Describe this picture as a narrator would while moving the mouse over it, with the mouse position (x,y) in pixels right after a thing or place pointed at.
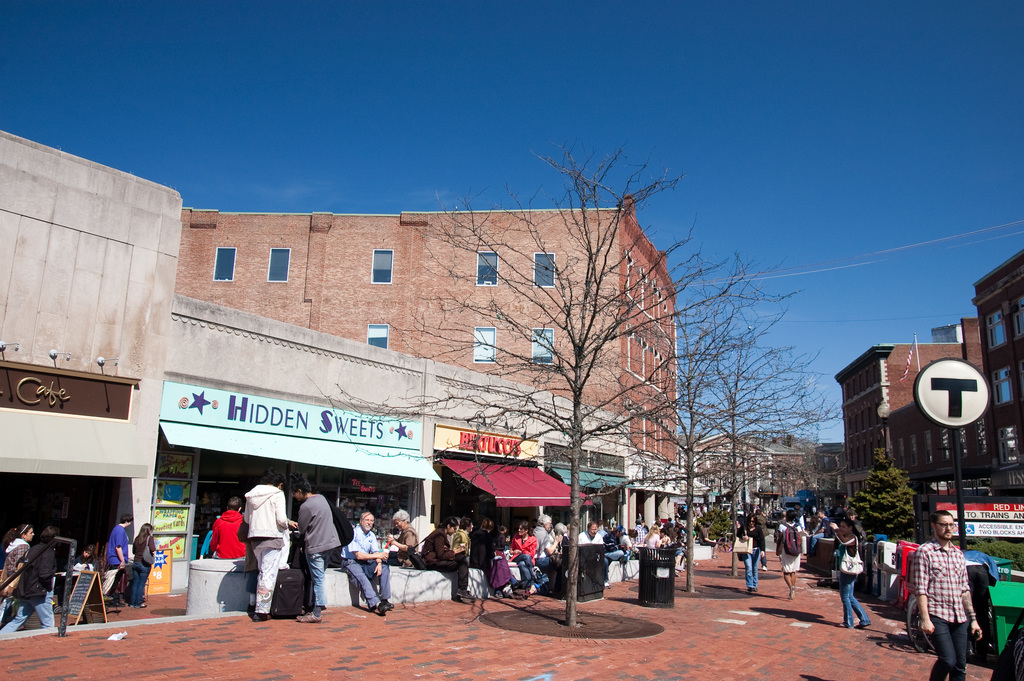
There are few persons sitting on the platform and few are walking on the footpath (563,647) and among them few persons (314,578) are carrying bags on their shoulders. In the background (545,313) there are bare trees (545,313), trees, buildings (664,441), name boards (517,443) on the wall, windows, hoardings (167,591) and sky (613,37).
